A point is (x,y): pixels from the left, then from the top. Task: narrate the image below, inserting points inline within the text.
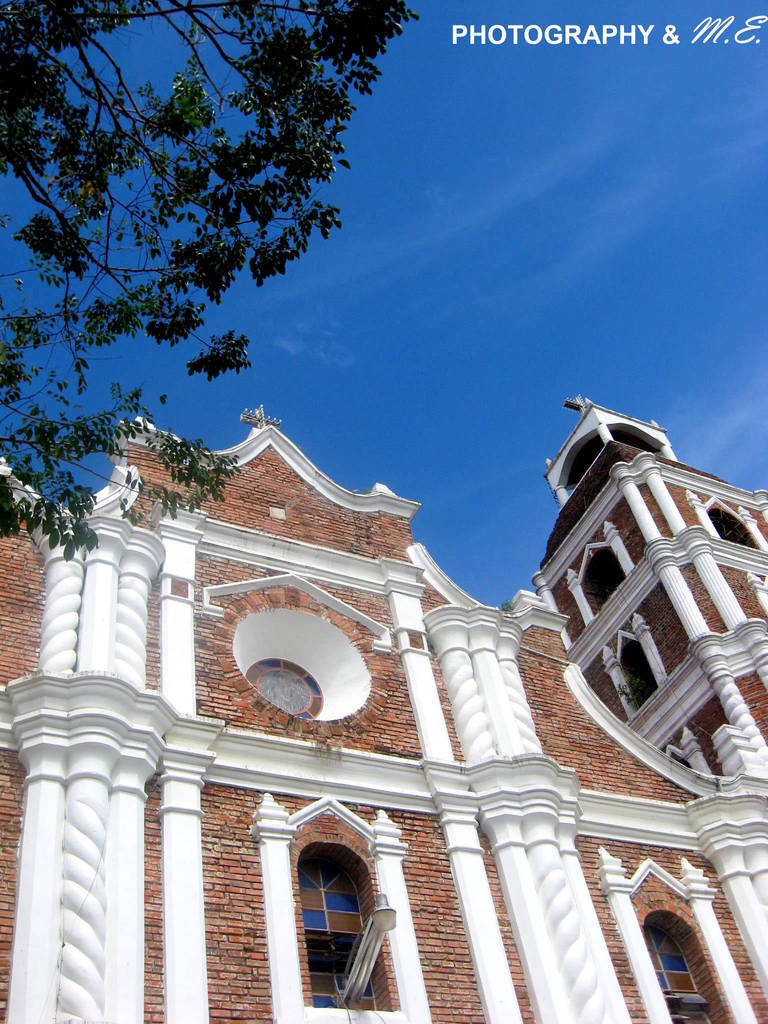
In this picture I can see buildings (572,717), tree (46,433) and a blue sky (406,253) and I can see text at the top right corner of the picture (550,31).
